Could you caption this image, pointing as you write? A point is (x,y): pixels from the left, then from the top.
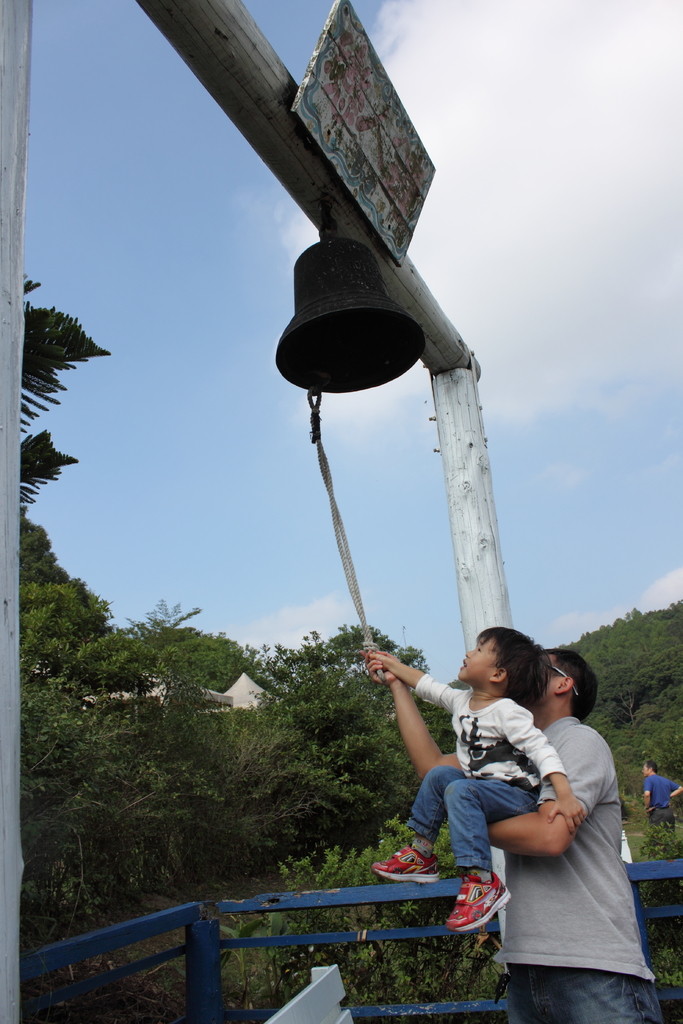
On the bottom right (618,893) there is a man (593,857) who is wearing t-shirt (587,895), jeans (596,993) and spectacle (558,674). He is holding this boy (475,726) who is wearing white t-shirt (490,718), jeans (451,823) and shoe (462,907). Both of them holding this bell's rope (367,646). Here we can see a white color bench (312,1010) which is near to the blue color fencing (215,923). On the background (661,764) we can see the roof (247,683) of the hut (204,698) and trees (389,726). On the top (521,46) we can see sky (510,239) and clouds (573,305).
